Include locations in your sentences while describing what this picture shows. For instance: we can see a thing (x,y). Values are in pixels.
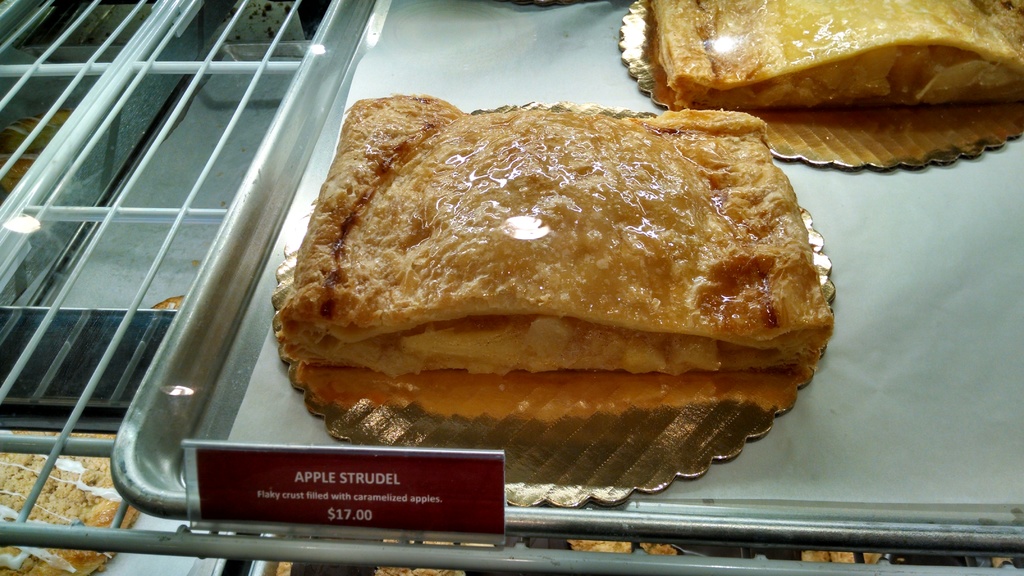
In this image I can see there is some food (557,219) placed in the tray (207,398) and there is a price tag (281,495) placed on the tray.
